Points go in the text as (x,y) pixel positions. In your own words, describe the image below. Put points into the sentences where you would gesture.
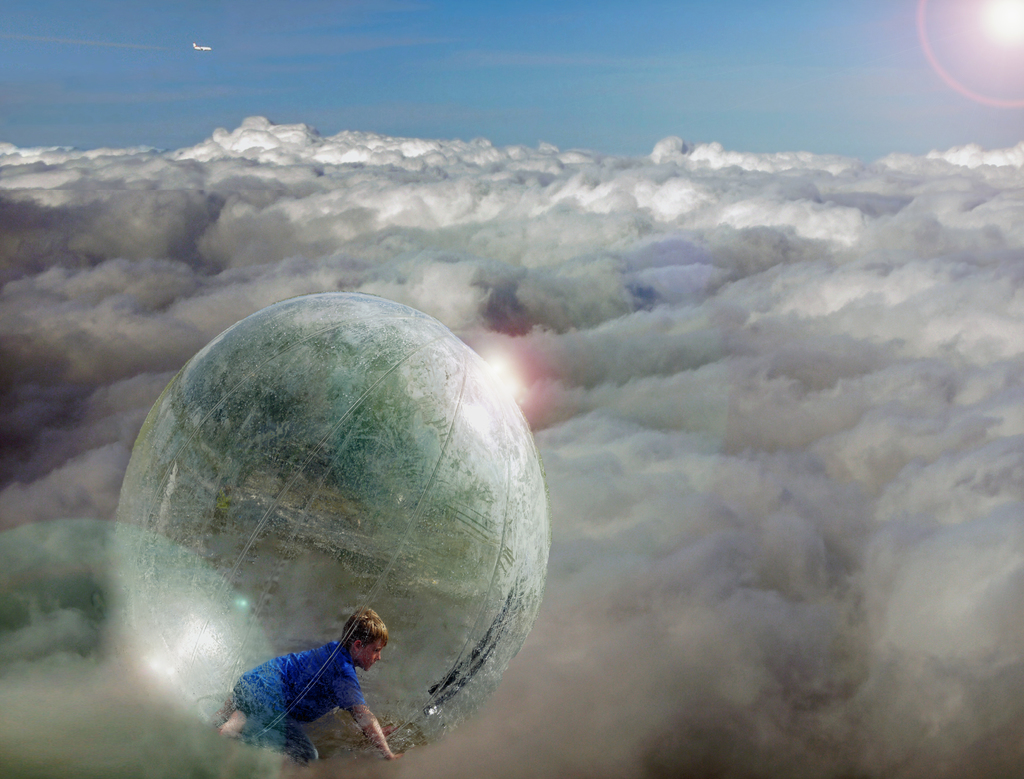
This an edited image, in this image there are clouds (562,721) and there is a kid (324,687) inside a balloon (456,334), in the background (212,44) there is an airplane (196,48) flying in the sky (471,90).
